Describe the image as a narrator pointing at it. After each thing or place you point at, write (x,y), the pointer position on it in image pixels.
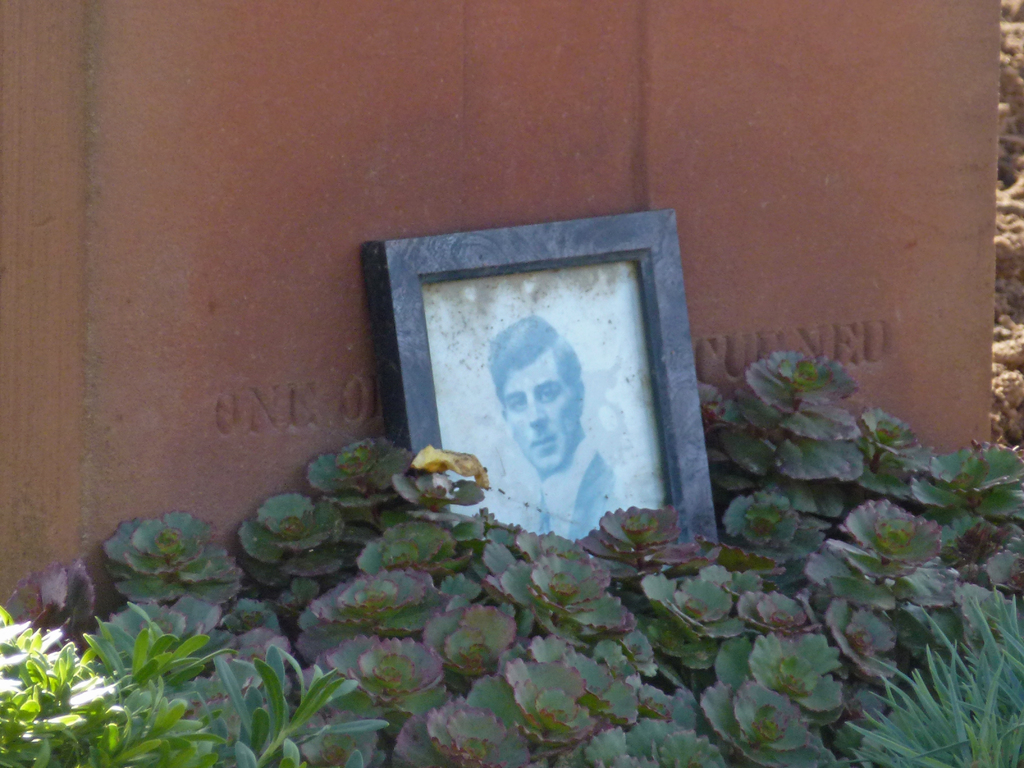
In this image in the center (470,375) there is one photo frame (523,387), at the bottom (314,642) there are some plants (874,600) and in the background (470,152) there is a wall (157,379).
